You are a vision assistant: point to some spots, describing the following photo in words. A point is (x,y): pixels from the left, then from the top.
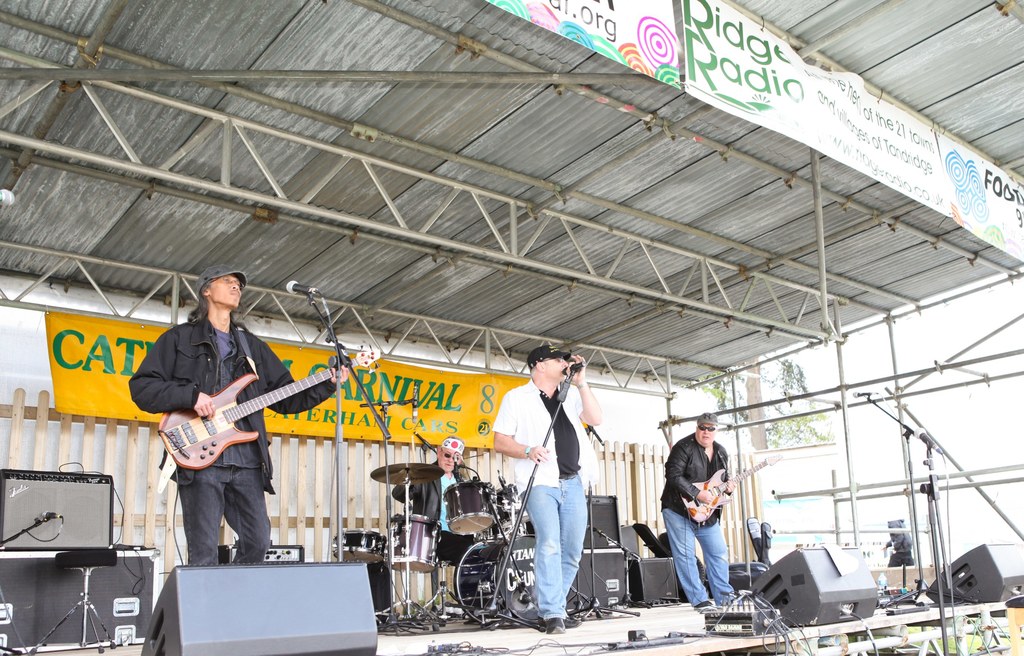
In this image i can see 3 persons (564,470) standing on the stage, and two of them are holding guitar (726,498) in their hand (695,494) and the person (590,467) in the middle (581,381) is holding a microphone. i can see a microphone (293,284) in front of the person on the left (331,393). In the background (370,385) i can see a person (456,441) sitting in front of the musical instruments (407,471), a banner (379,399), few trees (773,385), the sky (862,349) and the roof (553,164).
